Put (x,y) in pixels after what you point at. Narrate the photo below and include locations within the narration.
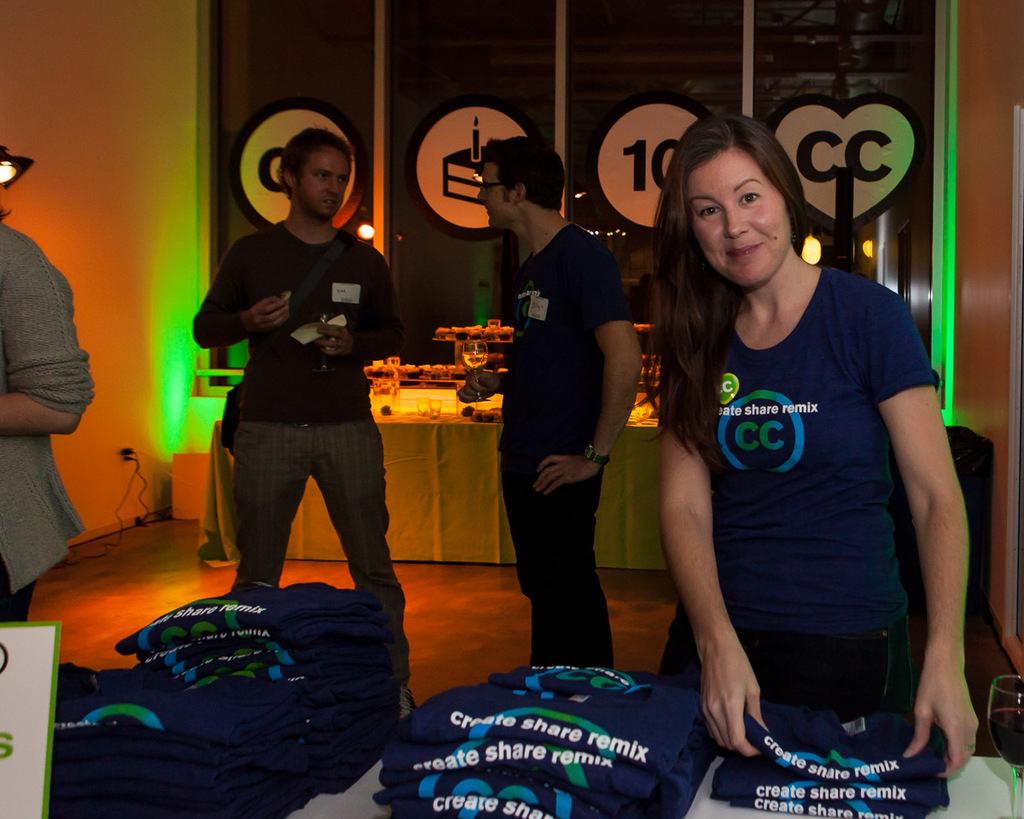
In this image we can see few people (544,388) and few people (548,512) are holding some objects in their hands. There are many objects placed on the table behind the people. There are many clothes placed on the table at the bottom of the image (822,802). There are few reflections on the glasses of the building (164,442).
